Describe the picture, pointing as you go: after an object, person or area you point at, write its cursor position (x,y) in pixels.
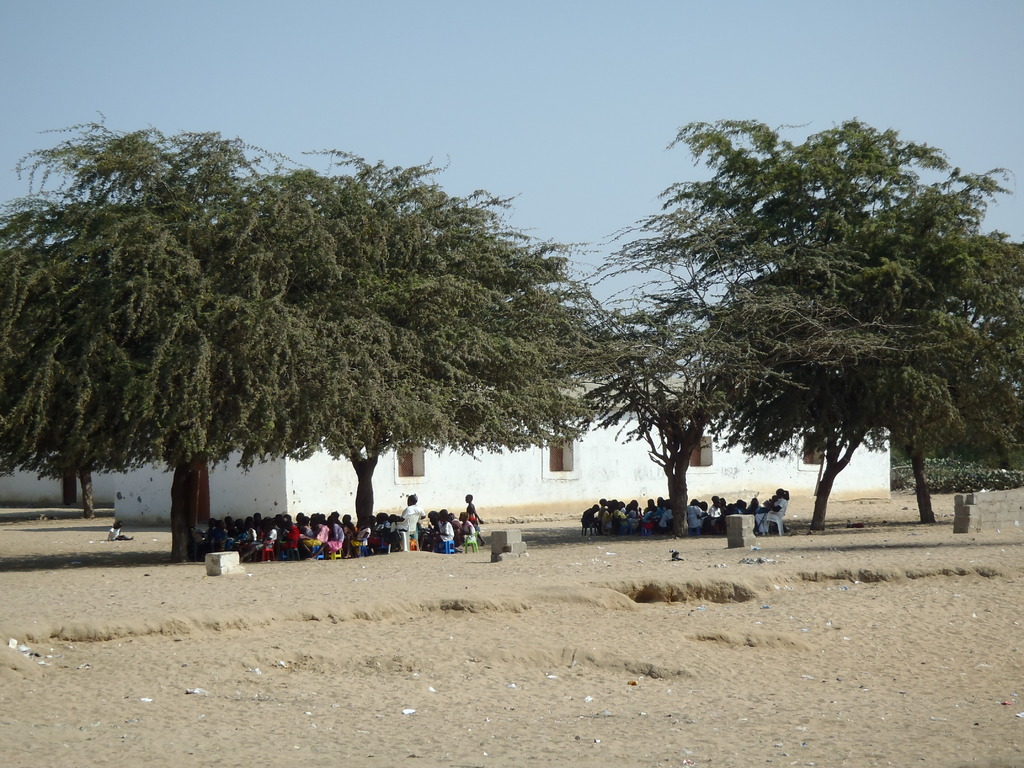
In this image we can see few persons (391,543) are sitting, bricks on the sand (666,764), trees (409,390), buildings (53,502), windows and the sky (268,162).
